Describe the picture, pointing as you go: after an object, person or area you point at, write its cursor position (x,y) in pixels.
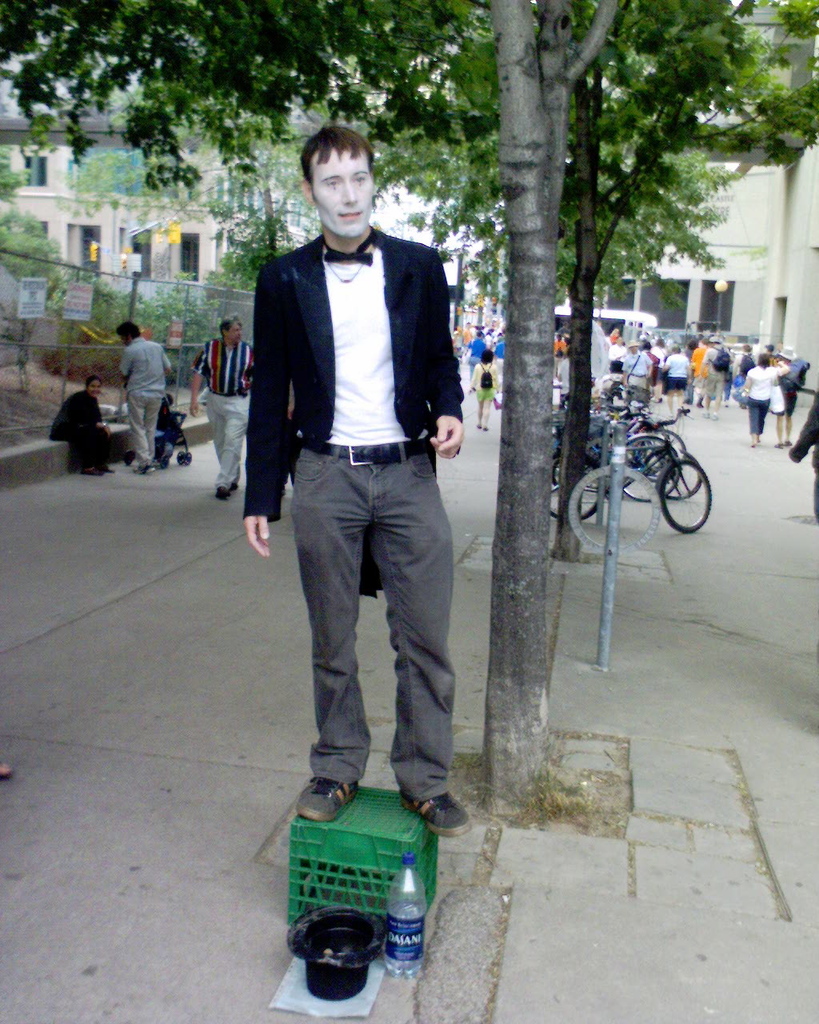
In this image there is a man (380,541) standing on the stool (374,806) which is kept on the road (213,913), in front of stool (353,850) there is a cap (311,959) and an water bottle (390,907). To the left side (54,331) there is a grill (151,306). In the background (775,365) there are people (689,367) walking. Beside the man (350,427) there is a tree (511,440) and cycles (644,433). At the top left corner (112,191) there is a building (67,209).
